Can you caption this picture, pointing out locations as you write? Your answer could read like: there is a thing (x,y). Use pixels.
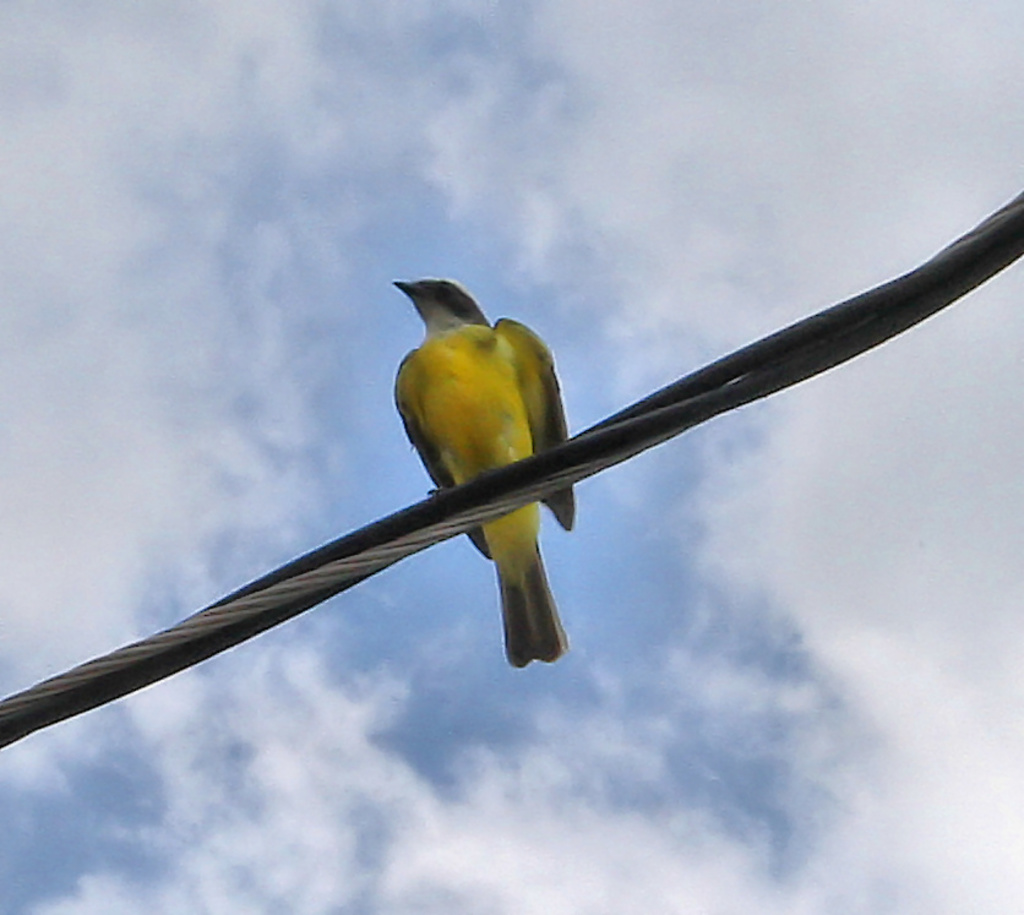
In this image we can see a bird (506,409) is on the wire (528,468). Behind the bird (455,456) sky (669,686) is there with cloud (46,459).
